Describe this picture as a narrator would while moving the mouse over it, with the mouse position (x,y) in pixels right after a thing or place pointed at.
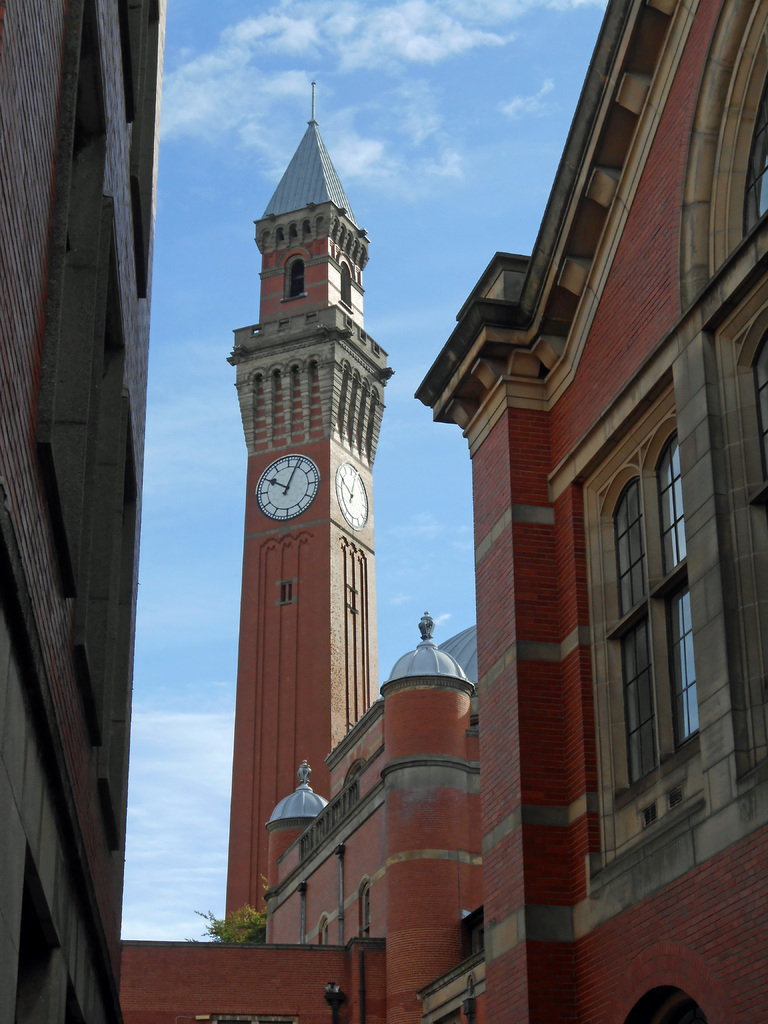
There is a tall tower (284,501) with a clock (294,492) on it. On either side there are some buildings (80,529) located. There is a window (651,601) for these building (650,643). In the background (380,566) we can observe a sky (205,232) and clouds (362,32) too.
